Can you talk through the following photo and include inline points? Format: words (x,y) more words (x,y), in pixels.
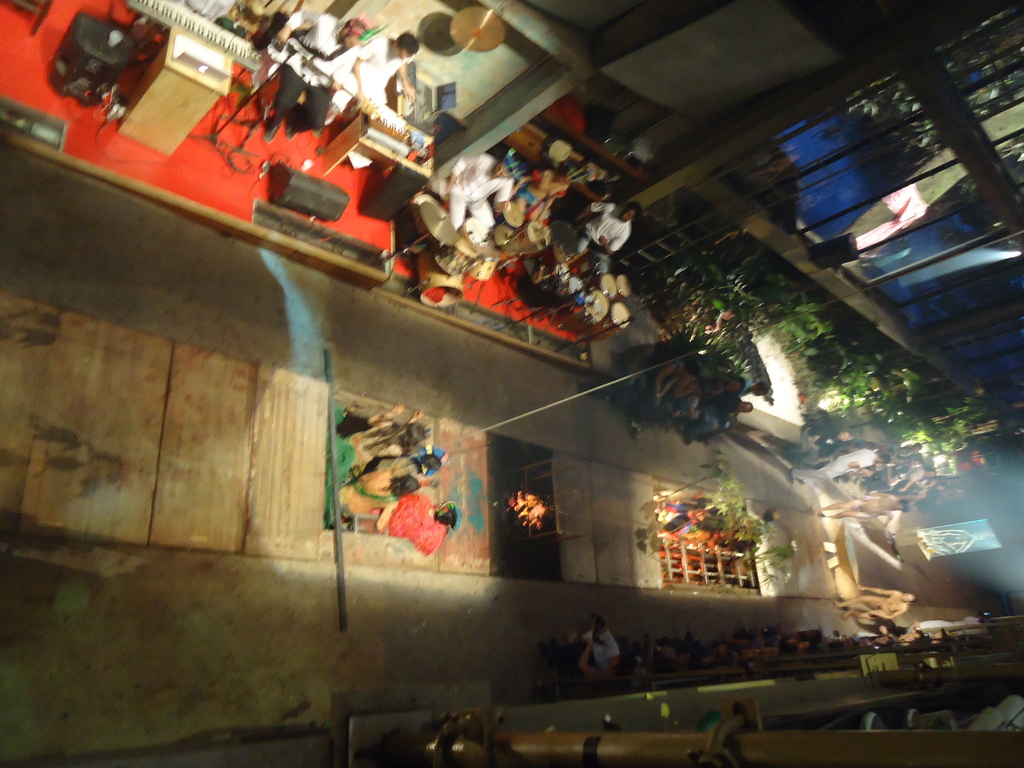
In this image we can see many people (377,87). We can see few people (547,189) playing musical instruments (407,129). There is a campfire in the image. There few plants (965,430) in the image. There are few objects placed on the red carpet (222,185) in the image.
